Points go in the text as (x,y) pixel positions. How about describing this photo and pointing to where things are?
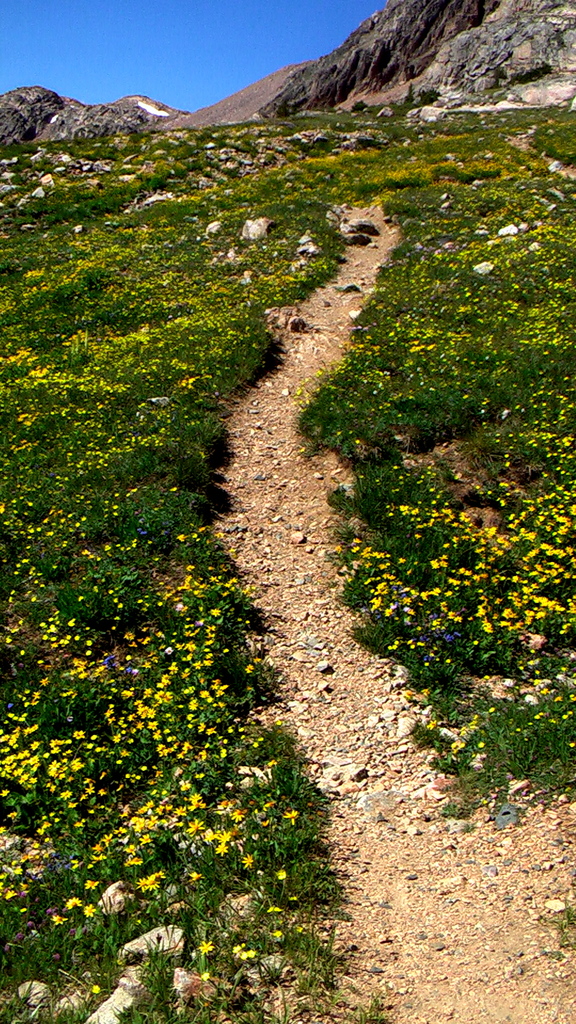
In the foreground of this picture (367,761), there is a path (394,218) on a mountain (325,310) to which plants (152,480) with flowers (533,587) on the either side to the path (354,270). In the background (311,83), there are cliffs (360,80) and the sky (98,48).
